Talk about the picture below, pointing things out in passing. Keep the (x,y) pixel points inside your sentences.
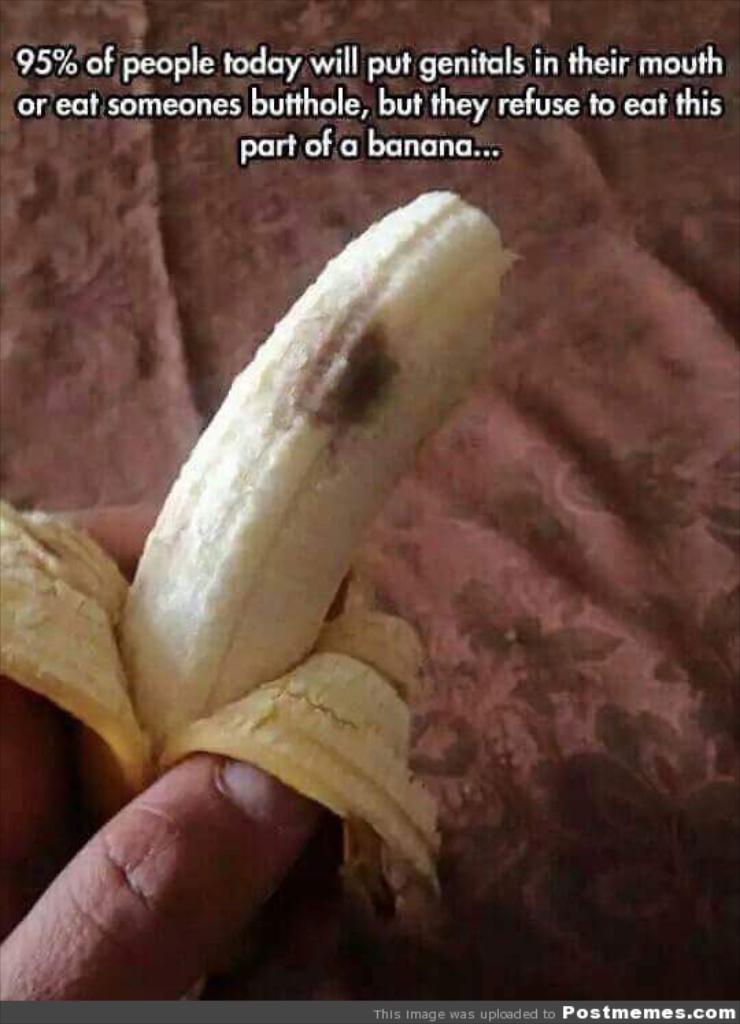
This image consists of a person (213,841) holding banana (316,412). In the background (447,491), there is bed sheet (597,739). At the top (235,69), there is a text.
